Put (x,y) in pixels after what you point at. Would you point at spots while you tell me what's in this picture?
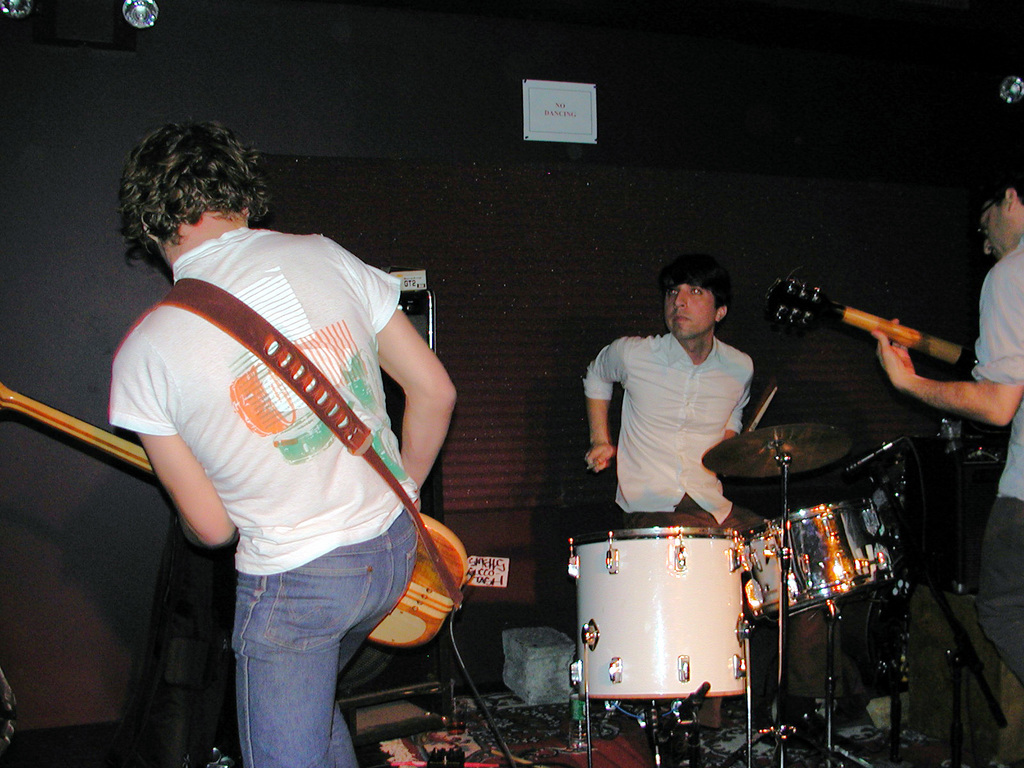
Here we can see three men (684,521) on the platform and playing musical instruments (817,561). They all are in white colour shirts (278,478). This is a paper note (528,117) on the background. These are lights (139,16).
